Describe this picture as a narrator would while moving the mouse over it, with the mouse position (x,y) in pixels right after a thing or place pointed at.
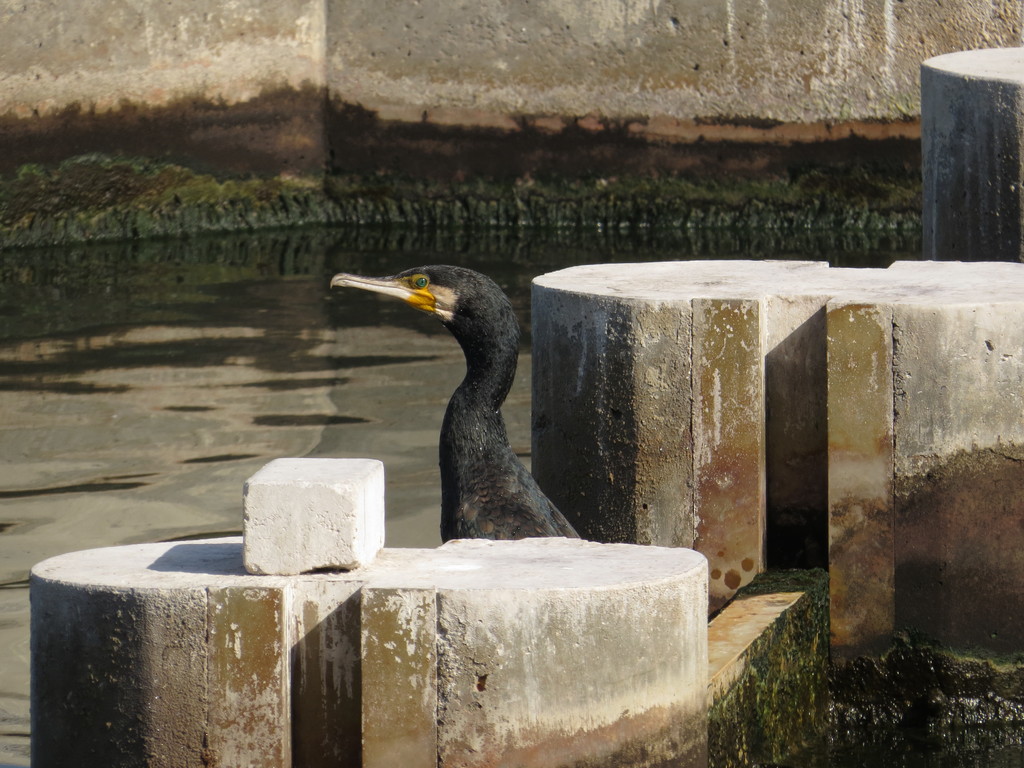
In this image I can see a bird (490,379) which is in black, yellow color. I can see few cement benches (650,555), wall (232,56) and water (214,366).
